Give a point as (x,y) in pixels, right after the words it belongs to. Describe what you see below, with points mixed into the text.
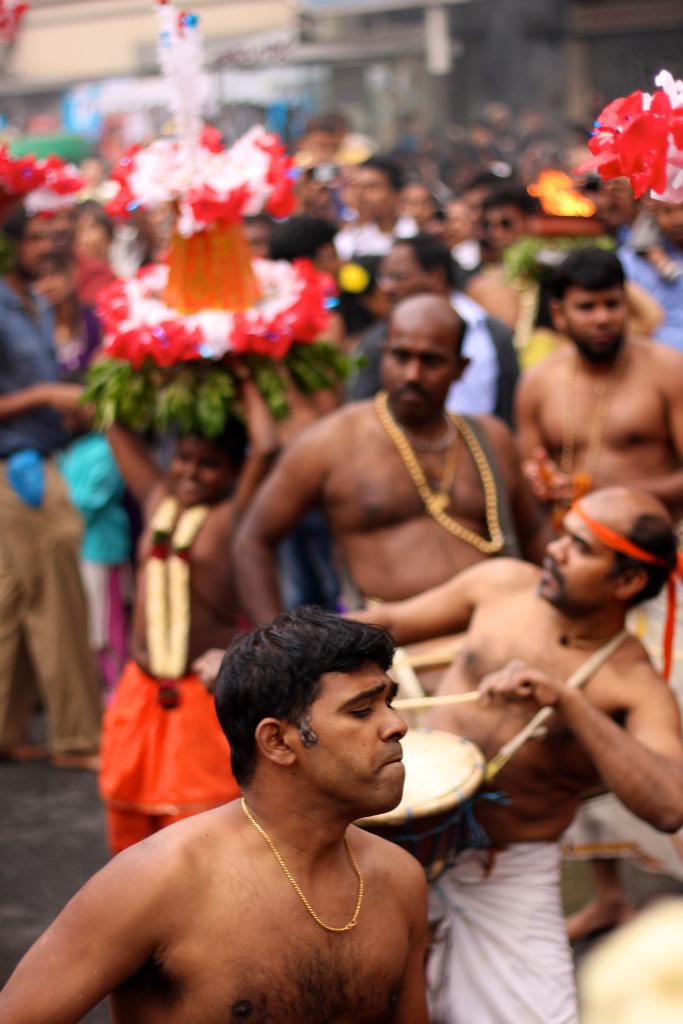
In this picture we can see a group of people (77,601) on the road (44,805), chains (431,441), garland (174,610), sticks (519,743), drum (444,735) and some objects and in the background (108,74) we can see buildings (285,1) and it is blurry.
